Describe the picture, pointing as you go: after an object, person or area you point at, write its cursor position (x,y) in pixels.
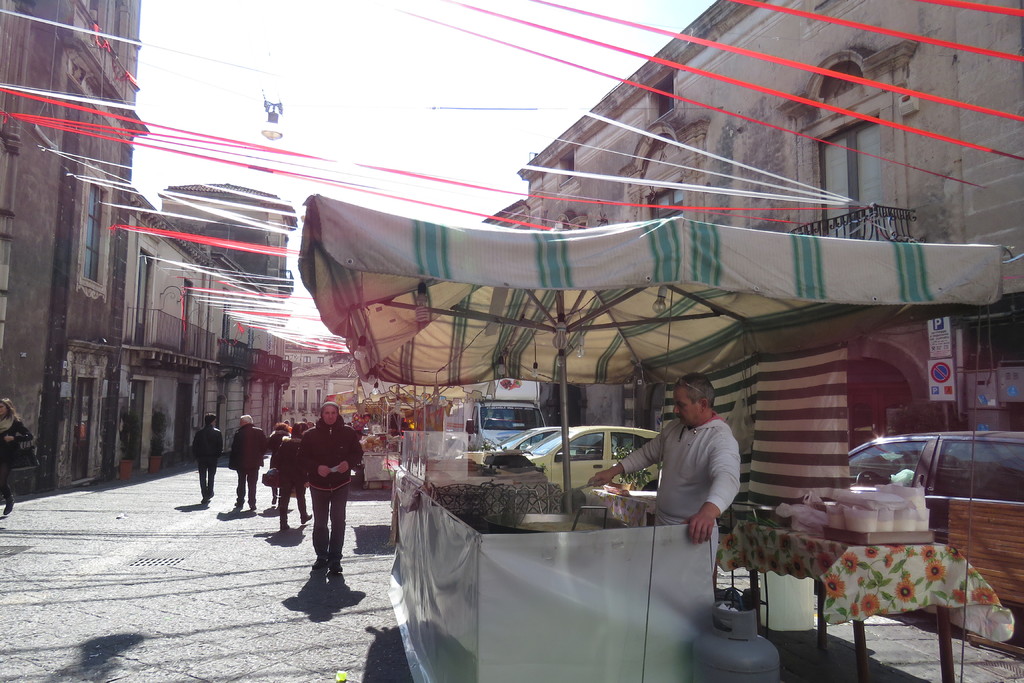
In this image there are few vehicles (498,395) and shops (619,572) on the road (224,546), there are few ribbons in between the buildings (601,129), a light (267,118) hanging from one of the ribbons (258,150) and the sky (379,81).
